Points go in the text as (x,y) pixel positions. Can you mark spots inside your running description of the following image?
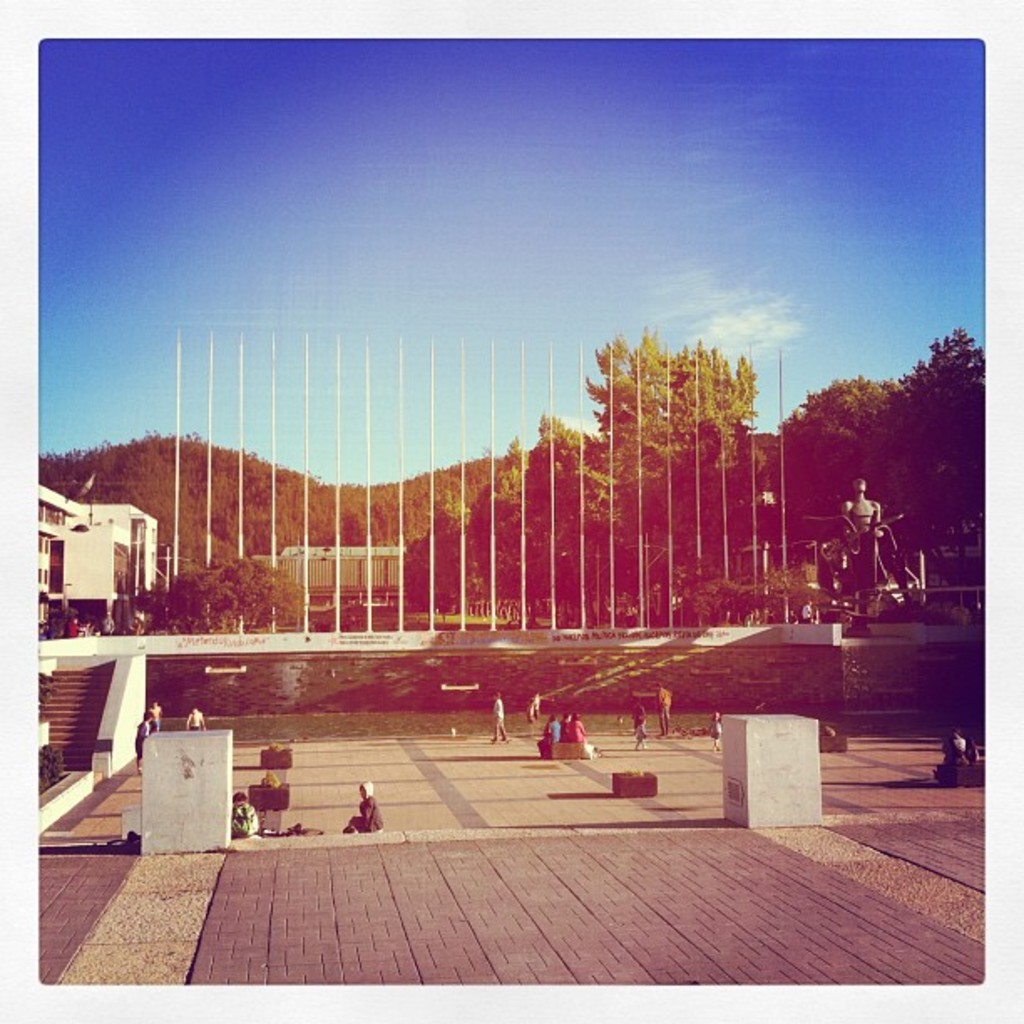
In this image we can see few people (641,736), some of them are standing and some of them are sitting and there are few objects (615,787) on the ground (527,761) and there are pillars (179,785), stairs (88,736), few poles (307,507), a statue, few trees (190,464), buildings (360,548) and the sky (784,312) in the background (600,230).
